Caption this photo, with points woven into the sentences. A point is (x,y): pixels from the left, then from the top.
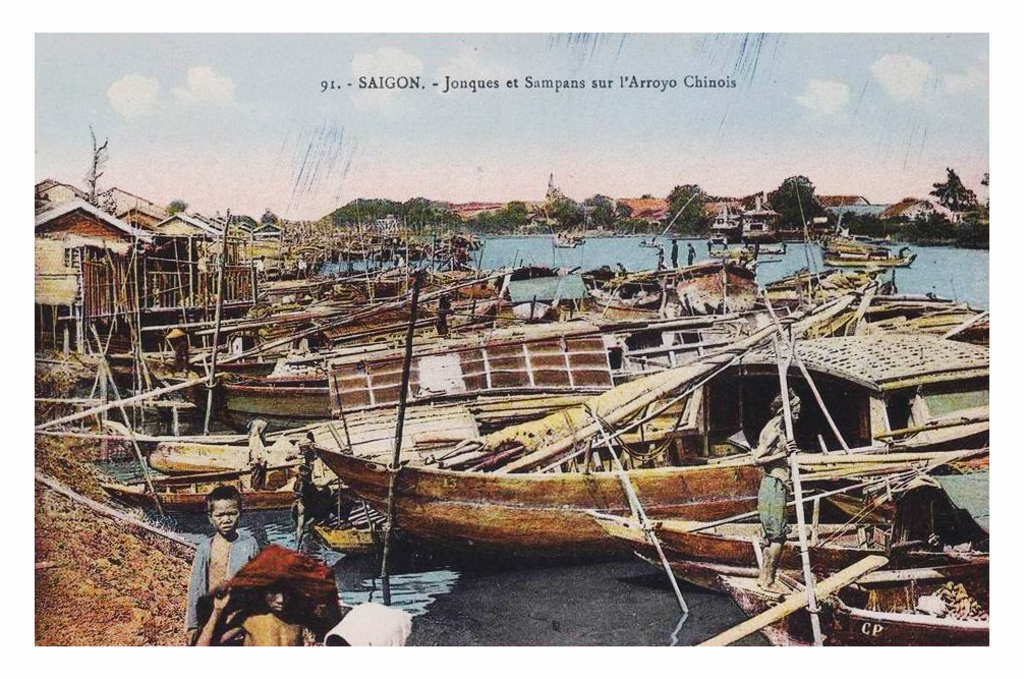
In this picture we can observe number of boats (386,401) floating on the water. There are some people (244,624). We can observe houses (92,215) on the left side (136,236). In the background (509,215) there are trees (518,207) and a sky (486,152) with some clouds (894,77). We can observe black color text (495,84) here.
